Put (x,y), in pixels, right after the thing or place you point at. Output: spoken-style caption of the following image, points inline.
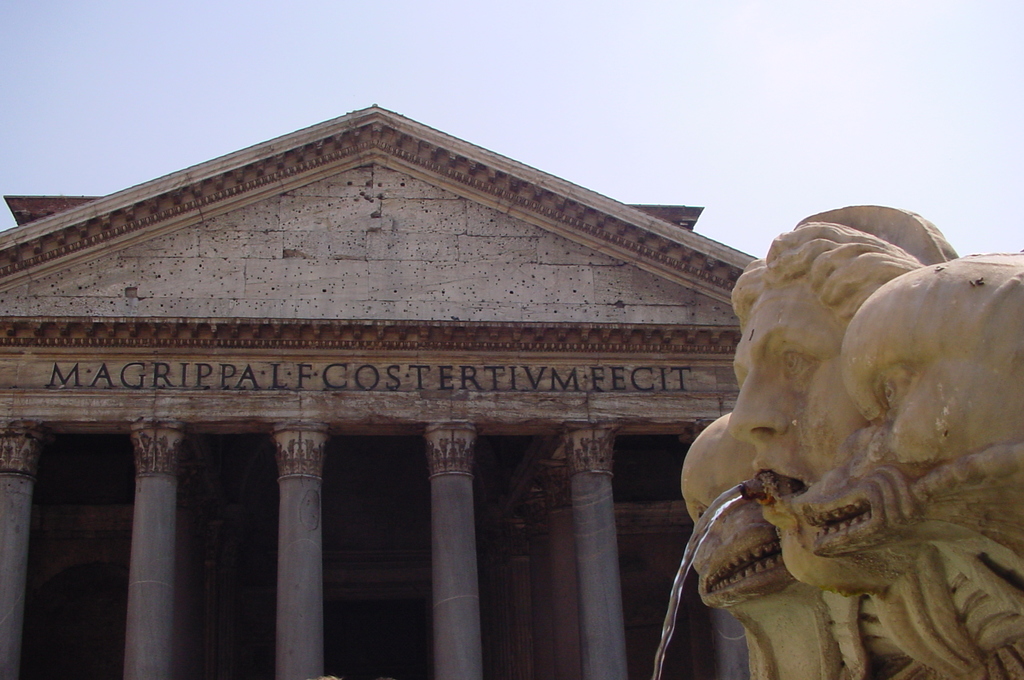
On the right side of the image (744,504) there is water (663,627) flowing from the mouth (800,504) of the statue (795,463), behind the statue (756,469) there is a building (257,261) with a name (211,383) and pillars (320,446).
